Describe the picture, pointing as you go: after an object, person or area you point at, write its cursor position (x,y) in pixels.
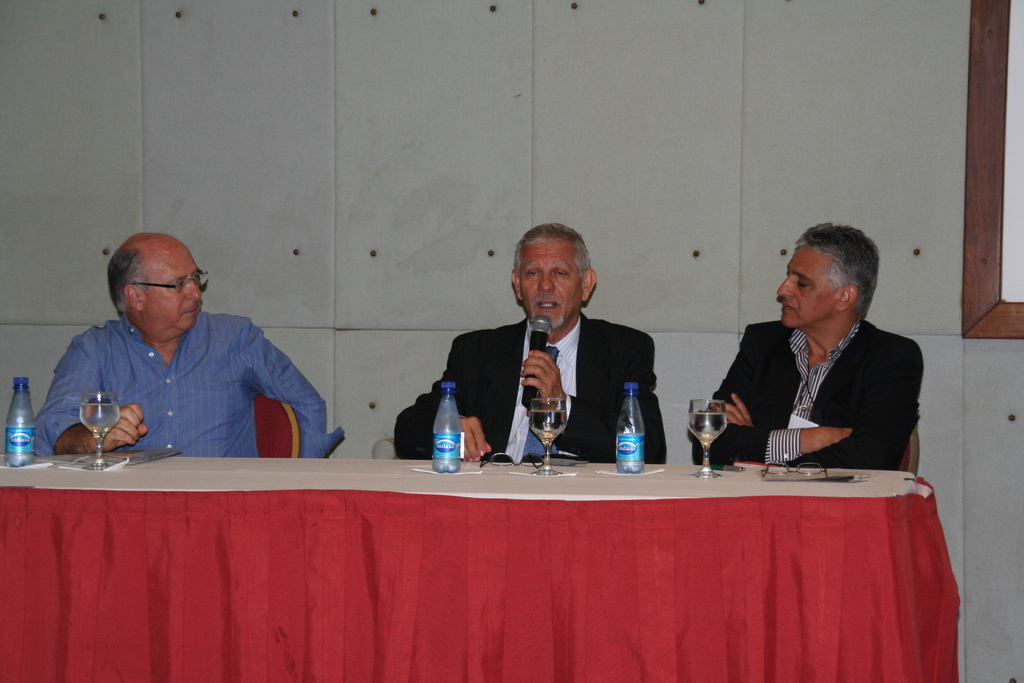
In this image we can see three persons (149,241) sitting on a chair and the person (653,447) in the center (428,428) is speaking on a microphone (541,320). This is a table (504,503) which is covered with red cloth (353,537), Where water bottles (20,380) and glasses (545,414) are kept on it.
